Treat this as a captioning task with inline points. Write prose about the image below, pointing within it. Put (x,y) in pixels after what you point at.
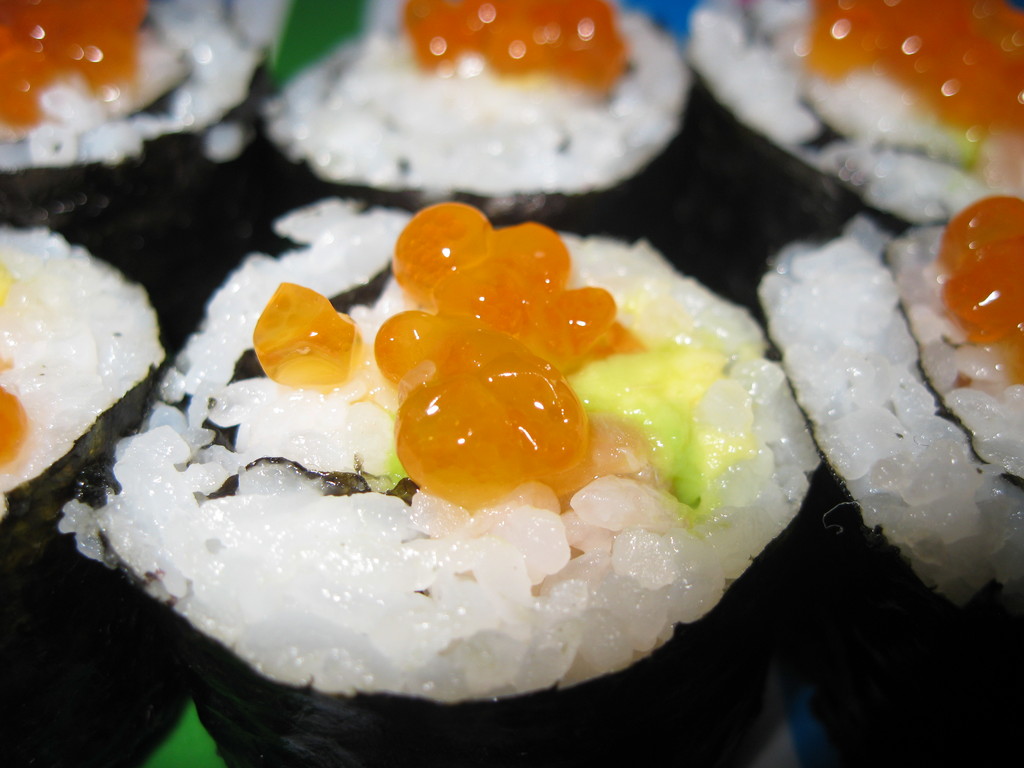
In this image we can see sushi (203,508).
